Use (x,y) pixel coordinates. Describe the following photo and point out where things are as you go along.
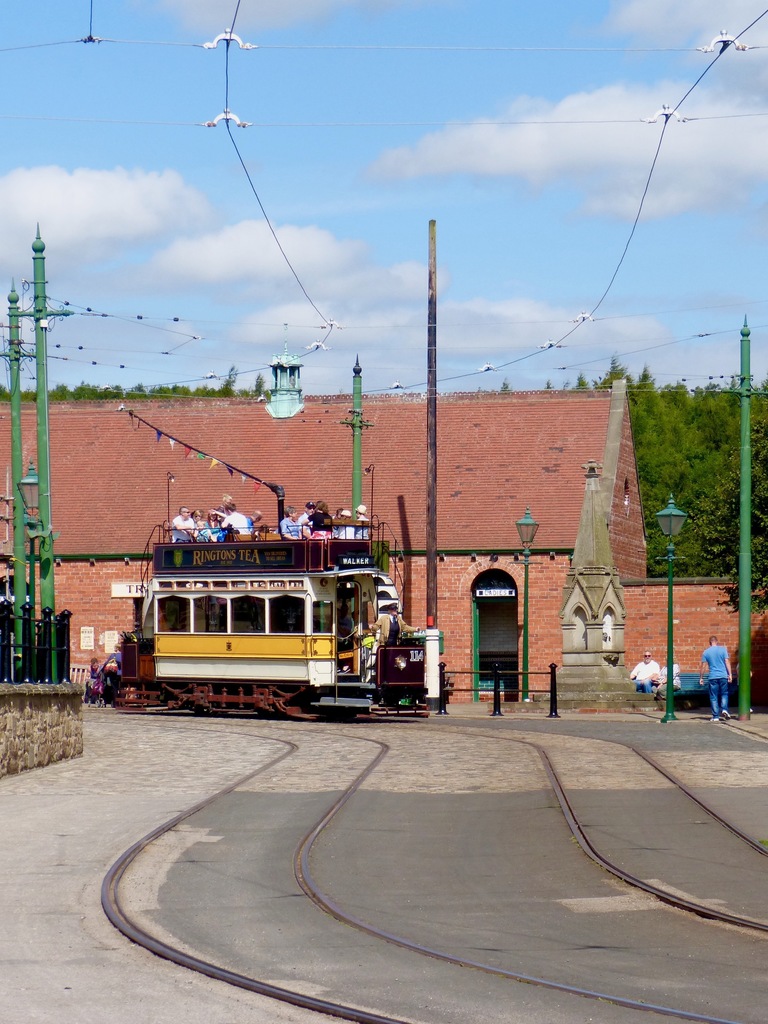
In this image we can see some people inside a tram (267,659) which is on the track (578,832). On the right side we can see some people (706,659) sitting and standing. we can also see a house (529,487) with a roof (543,534), street lights (669,558), poles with wires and some trees (693,527). On the backside (367,197) we can see the sky (343,243) which looks cloudy.
